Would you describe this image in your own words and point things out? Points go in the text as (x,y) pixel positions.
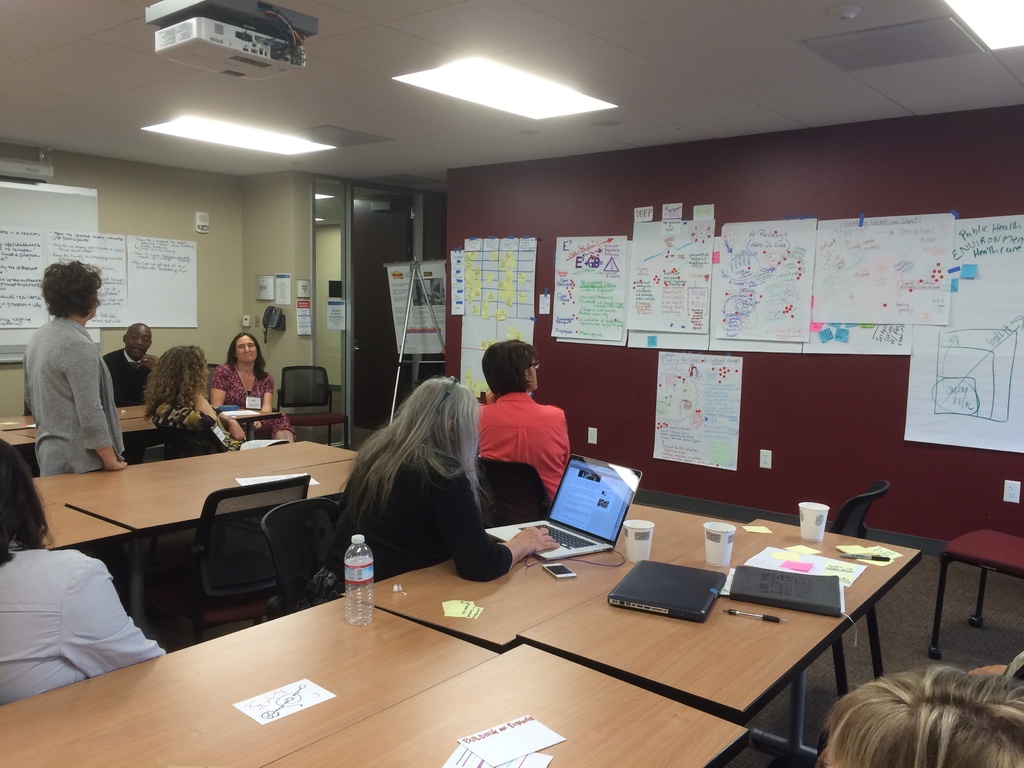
In this image we can see men (133,371) and women (523,554) are sitting on black color chairs (211,494). There are tables (447,588) at the bottom of the image (177,513). On the table (662,762), we can see the papers (487,752), bottle (355,575), books (761,588), glasses (719,556), mobile (557,576), pens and laptop (593,547). In the middle of the image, there is a wall (223,248). To wall (1005,203), so many posters (501,271) are attached. We can see the projector (284,42) is attached to the roof (392,16) at the top of the image (273,19).
